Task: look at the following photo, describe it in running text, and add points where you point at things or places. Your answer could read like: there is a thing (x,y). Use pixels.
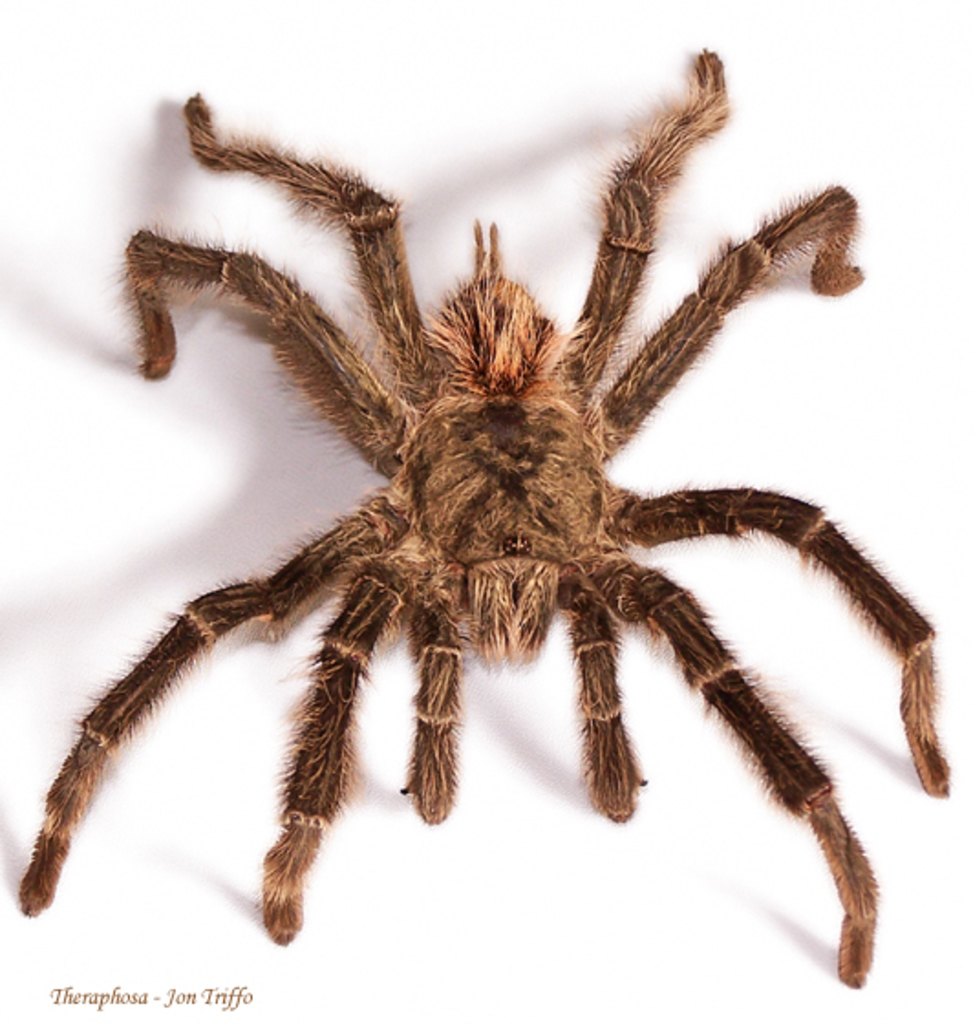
In this image we can see one spider (711,684), some text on the bottom left side of the image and there is a white background (339,150).
